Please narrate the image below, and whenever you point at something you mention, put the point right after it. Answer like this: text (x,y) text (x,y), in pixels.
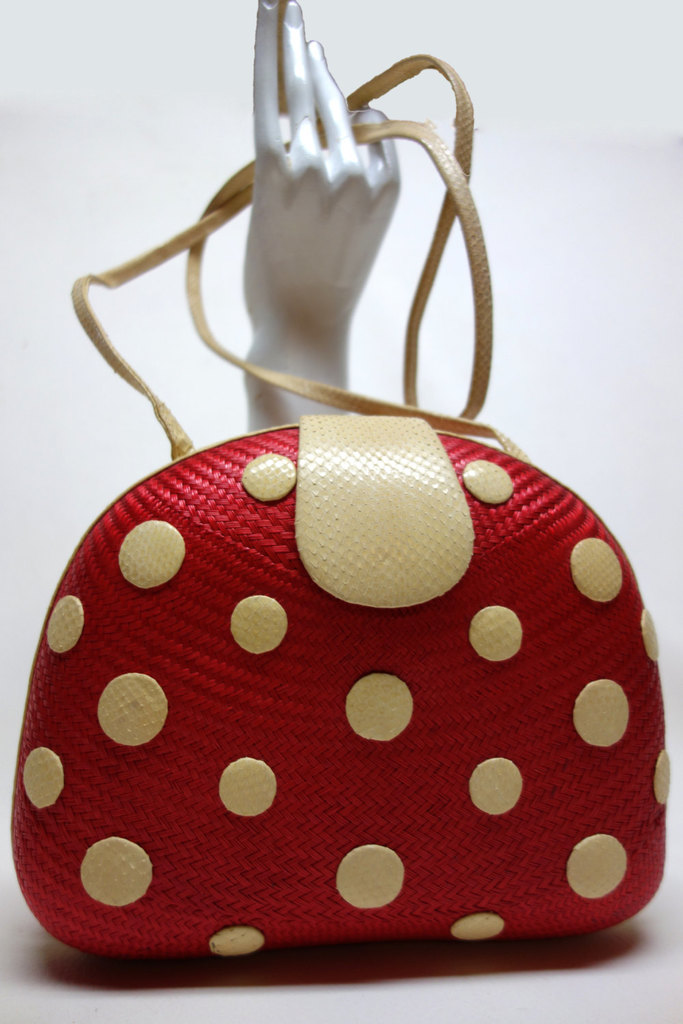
in this image some bag (132,669) is there and the bag (446,548) color is red and white color behind the bag (372,530) there one metallic hand (296,305) is there and back ground (65,58) is white.
